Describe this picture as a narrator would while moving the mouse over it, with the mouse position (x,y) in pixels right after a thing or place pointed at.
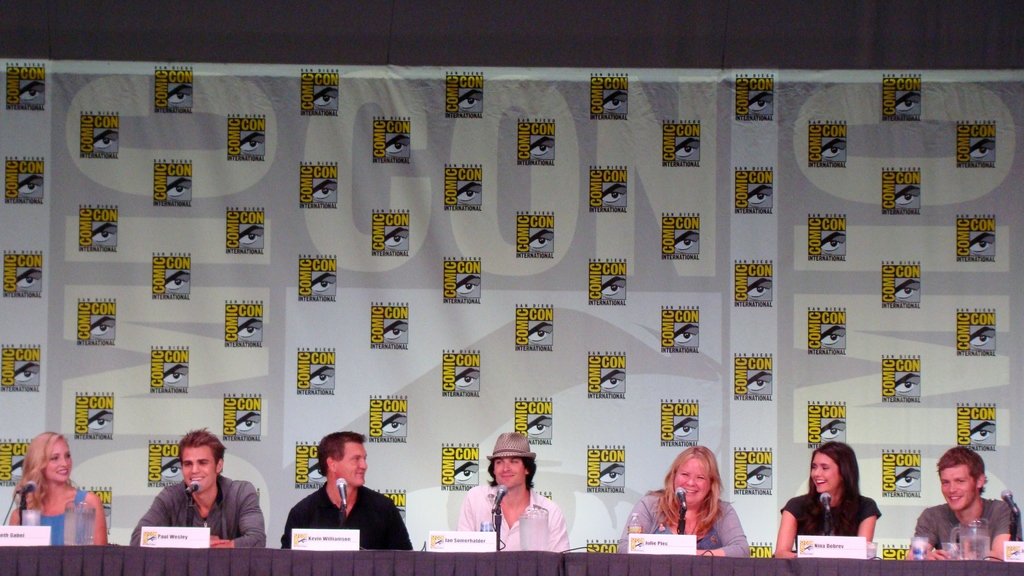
In this image I can see few people (210,480) are sitting. I can see few mics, boards (174,539) and few objects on the table (399,562). I can see the banner (511,292) and something is written on it.
